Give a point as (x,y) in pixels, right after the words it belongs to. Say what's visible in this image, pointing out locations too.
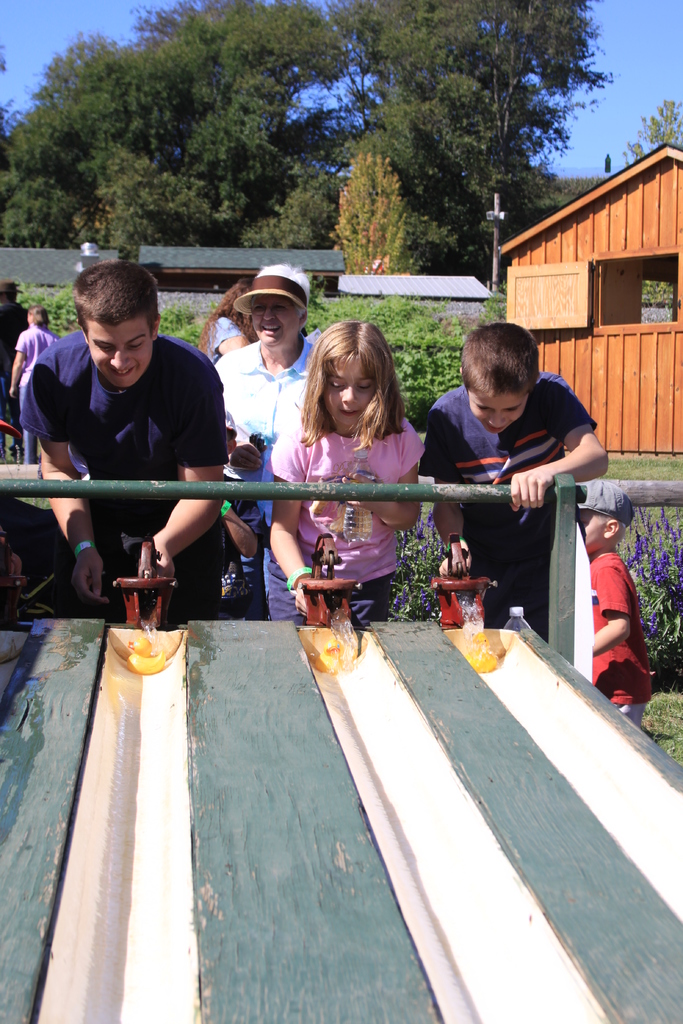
In this picture we can see some are standing and playing a game. And on the background (624,230) there is a shed (602,253). And these are the trees (434,93), and there is a sky (620,77).
